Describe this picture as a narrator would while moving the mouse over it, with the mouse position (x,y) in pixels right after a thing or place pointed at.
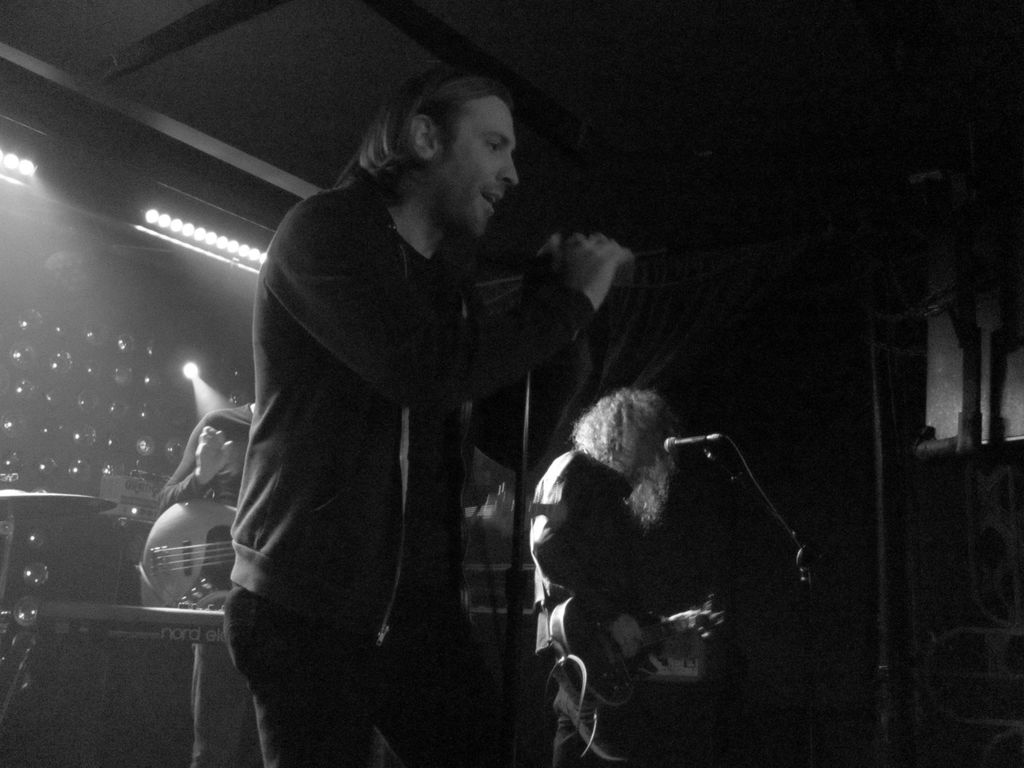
A man (297,215) is standing holding microphone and singing with that. Behind him there is a light (211,246).
